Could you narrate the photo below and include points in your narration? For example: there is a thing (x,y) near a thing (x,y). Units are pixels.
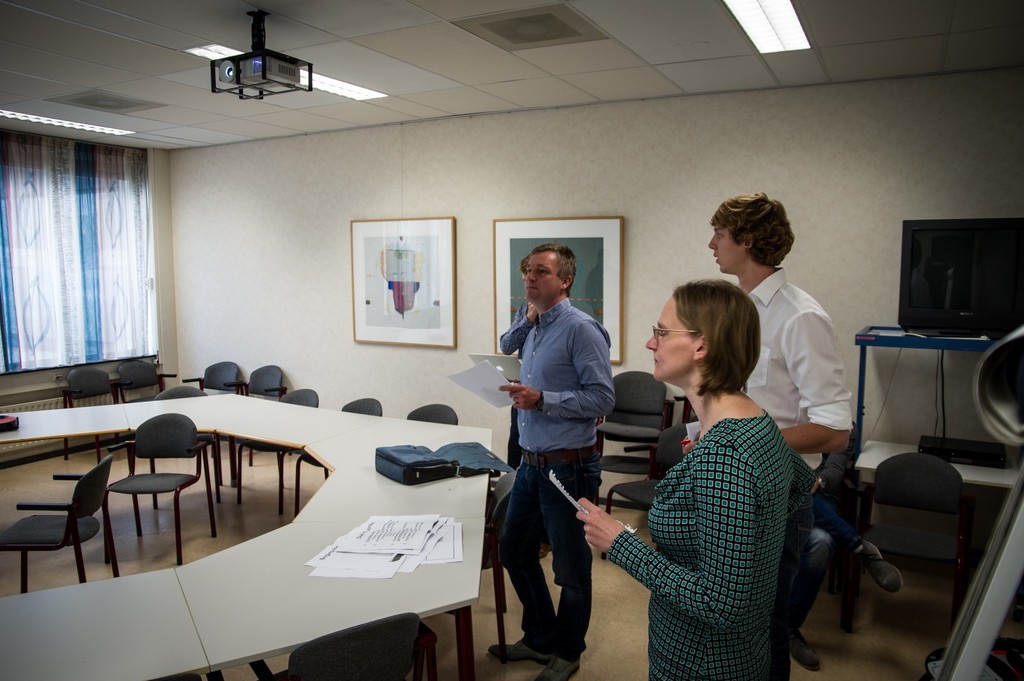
This picture is taken in a room (151,164), There are some table (240,635) which are in white color on that table (409,442) there is a black color bag (426,463) and there are some paper (407,537) in white color kept on the table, There are some people (744,555) standing around the table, There are some chairs (436,416) which are in black color, In the background (190,327) there is a white color wall (338,209) on that there are some pictures (392,277) and there is a white color roof (483,78).
